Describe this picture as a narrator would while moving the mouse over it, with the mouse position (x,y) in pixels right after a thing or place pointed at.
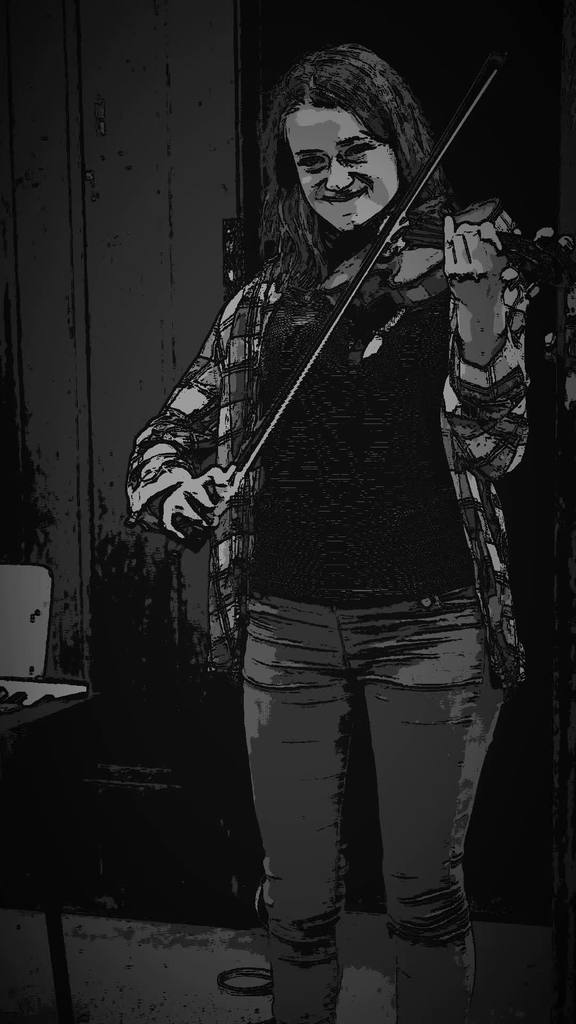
In this image I can see a woman (280,723) playing a musical instrument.
